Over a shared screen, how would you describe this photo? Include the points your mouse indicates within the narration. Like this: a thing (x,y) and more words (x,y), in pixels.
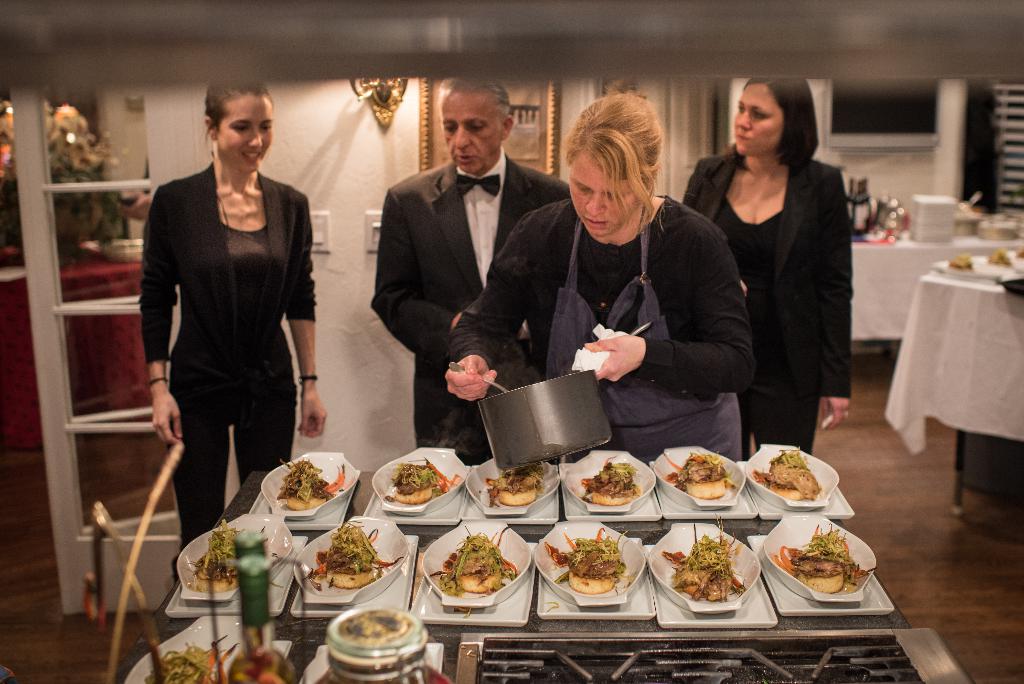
In the image we can see there are people (416,257) standing and there is a woman (555,372) holding pan (544,393) in her hand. There is a spoon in the pan (555,415) and there are food items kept on the plates (395,601). Behind there are other items (988,261) kept on the table (999,366).
